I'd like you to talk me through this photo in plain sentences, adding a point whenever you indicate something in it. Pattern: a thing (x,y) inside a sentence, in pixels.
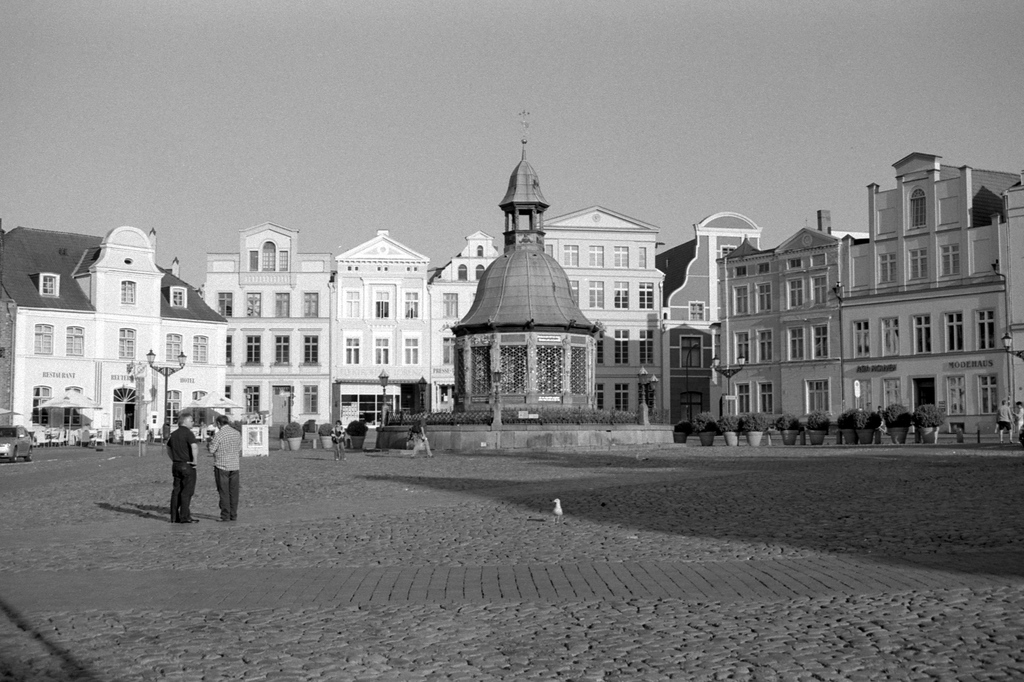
This image is taken outdoors. This image is a black and white image. At the top of the image (264,100) there is the sky (732,106). At the bottom of the image (294,606) there is a floor (485,633). In the background (192,354) there are a few buildings (792,332) with walls (838,368), windows (695,362), doors (134,407) and rooms (129,385). There are a few poles (140,396) with street lights (716,368) and there are a few plants (291,430) in the pots (710,432). There are a few empty chairs (99,437) on the floor (124,454) and there is a board (252,440). In the middle of the image (507,376) there is an architecture (502,352) and there are a few plants (574,417). Two men (222,504) are standing on the floor (196,484). On the left side of the image (12,437) a car (15,457) is parked on the floor (27,489). On the right side of the image (1009,415) there are two persons (1000,428) and there are a few plants (791,420) in the pots (816,430).
